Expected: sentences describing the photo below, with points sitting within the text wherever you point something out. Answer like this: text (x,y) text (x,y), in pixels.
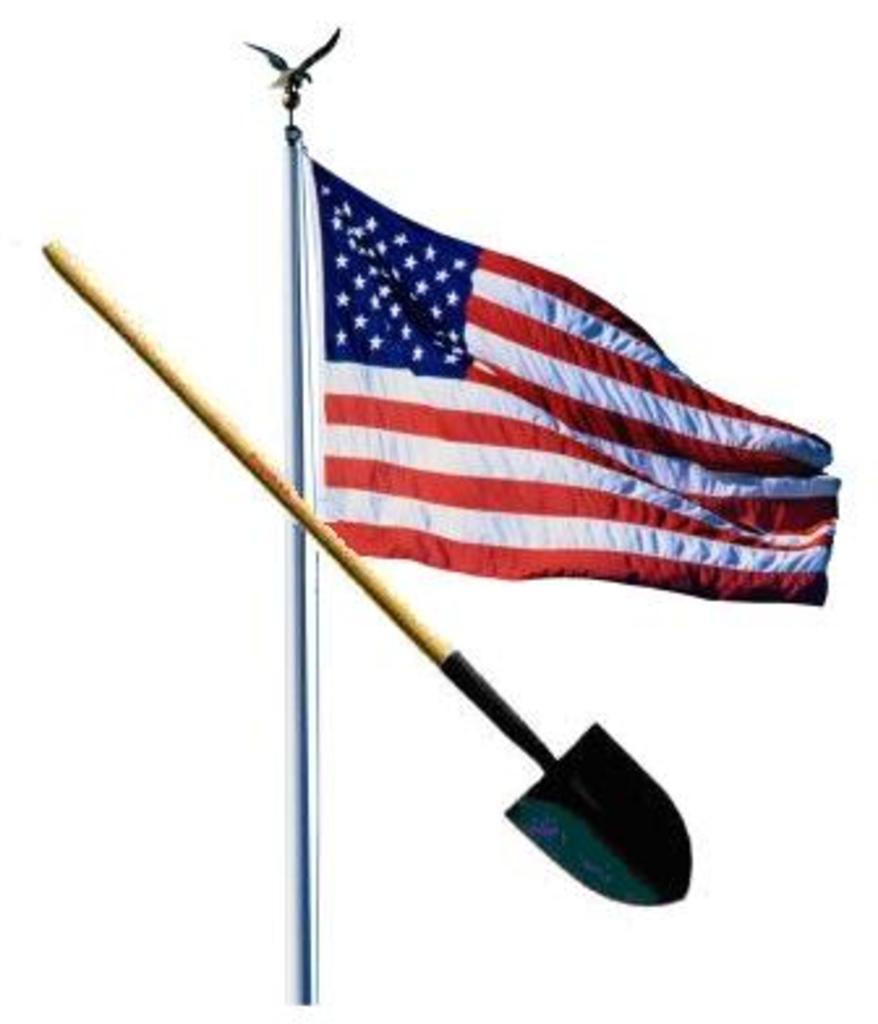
In this image I can see the mud digger (664,848) and the flag (418,506). The flag (525,507) is in red, white and navy blue color. And there is a white background (821,826).
